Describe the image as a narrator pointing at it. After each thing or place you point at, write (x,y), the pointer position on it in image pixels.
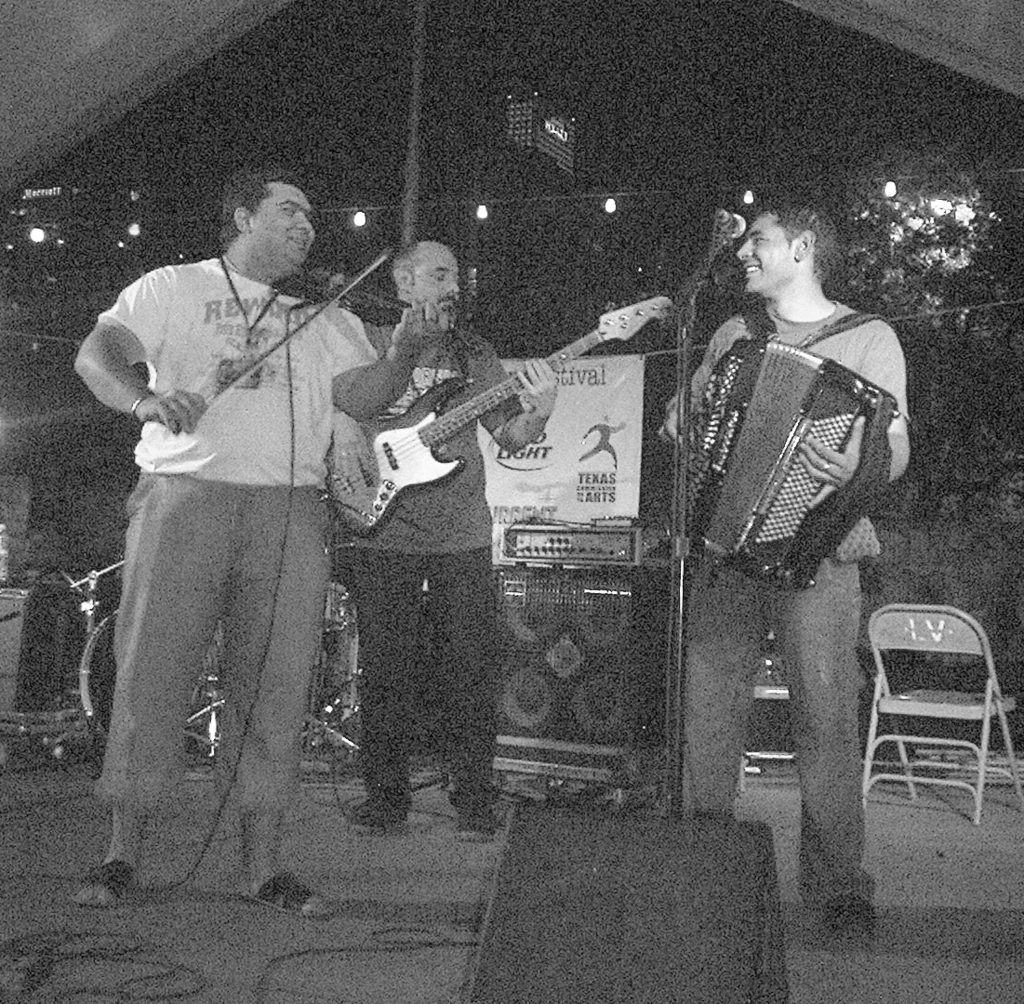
This image consist of three men (730,766). To the left (253,386), the man (243,353) is playing violin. In the middle (411,544), the man (411,544) is playing guitar (422,478). At the bottom (582,915), there is a speaker (575,890). In the background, there are trees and buildings (538,151). At the bottom (194,941), there is a dais (203,922).
